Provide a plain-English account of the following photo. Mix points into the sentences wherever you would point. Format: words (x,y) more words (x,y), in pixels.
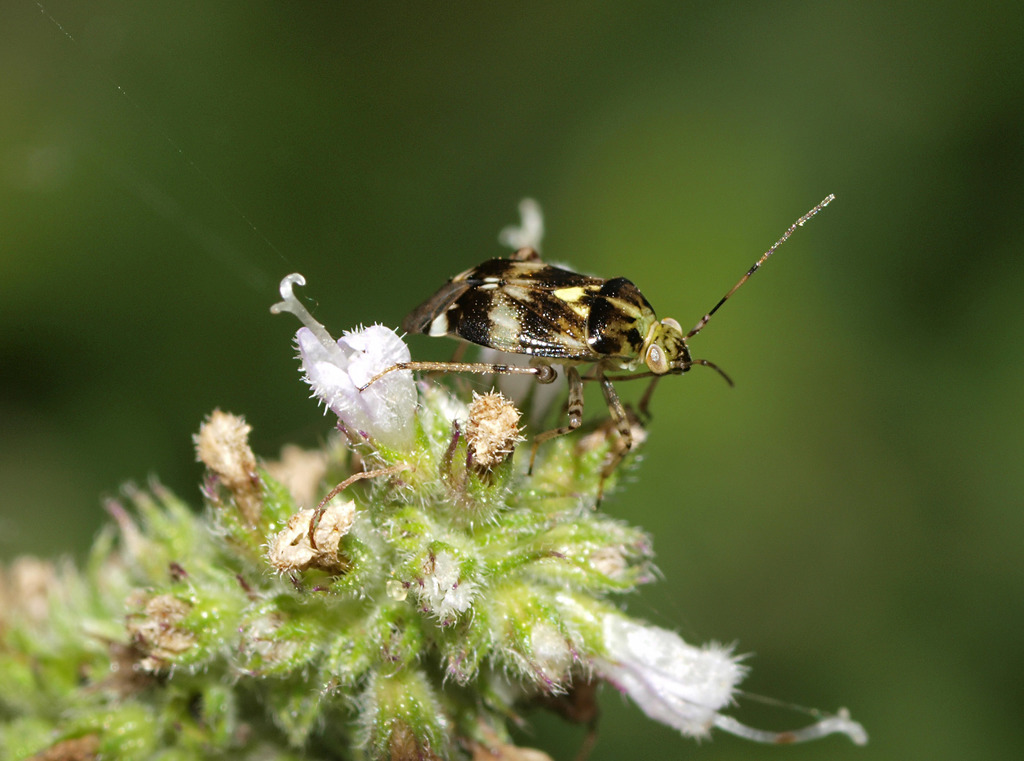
In the foreground of this image (596,434), there is an insect (638,342) on the flowers (507,456) and we can also see the plant (314,638) of it and the background (159,128) image is blur.
